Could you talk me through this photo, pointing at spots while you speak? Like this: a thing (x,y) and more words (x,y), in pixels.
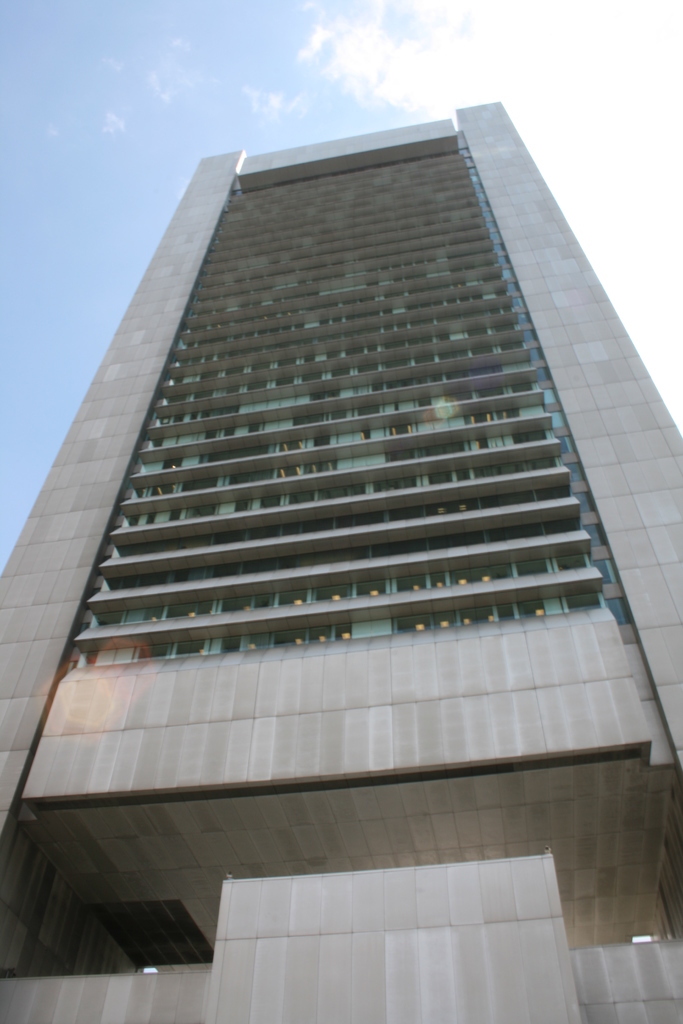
In this image I can see a building (321,591). At the top of the image (202,90) I can see the sky (353,64) and clouds (460,61).
